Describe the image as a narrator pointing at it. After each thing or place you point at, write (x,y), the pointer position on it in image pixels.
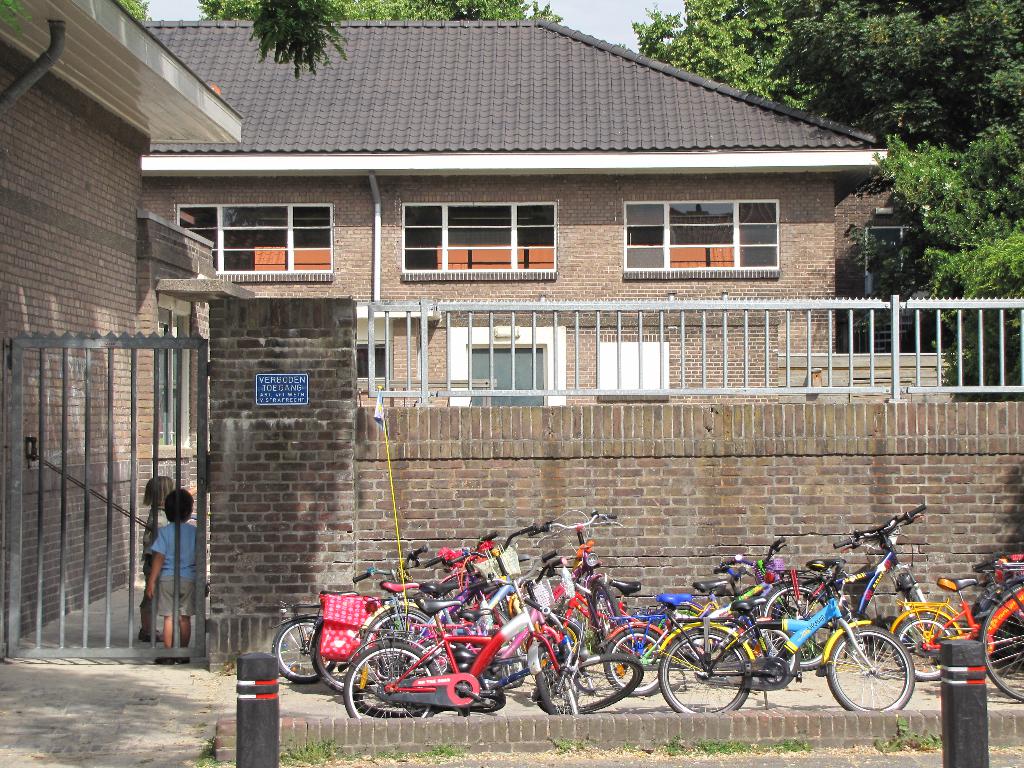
In this image I can see building (100,299), windows (449,238), gate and trees (1012,37). In front (684,611) I can see few bicycles (672,616). They are in different color. I can see two children (161,560) standing.
